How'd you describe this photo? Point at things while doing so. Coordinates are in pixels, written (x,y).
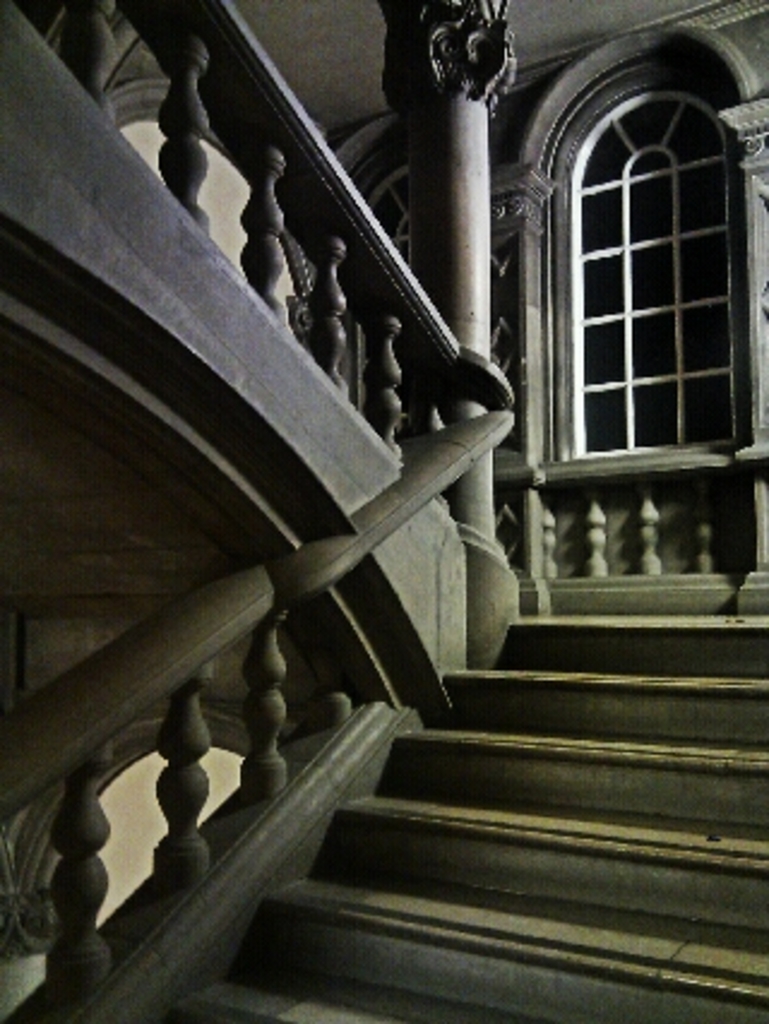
This picture is taken in the dark. I can see stairs (389,927) on the left side of the image (165,178) and a window (671,250) and a pole (466,156) and a wall (500,189) on the right side of the image (585,99).
